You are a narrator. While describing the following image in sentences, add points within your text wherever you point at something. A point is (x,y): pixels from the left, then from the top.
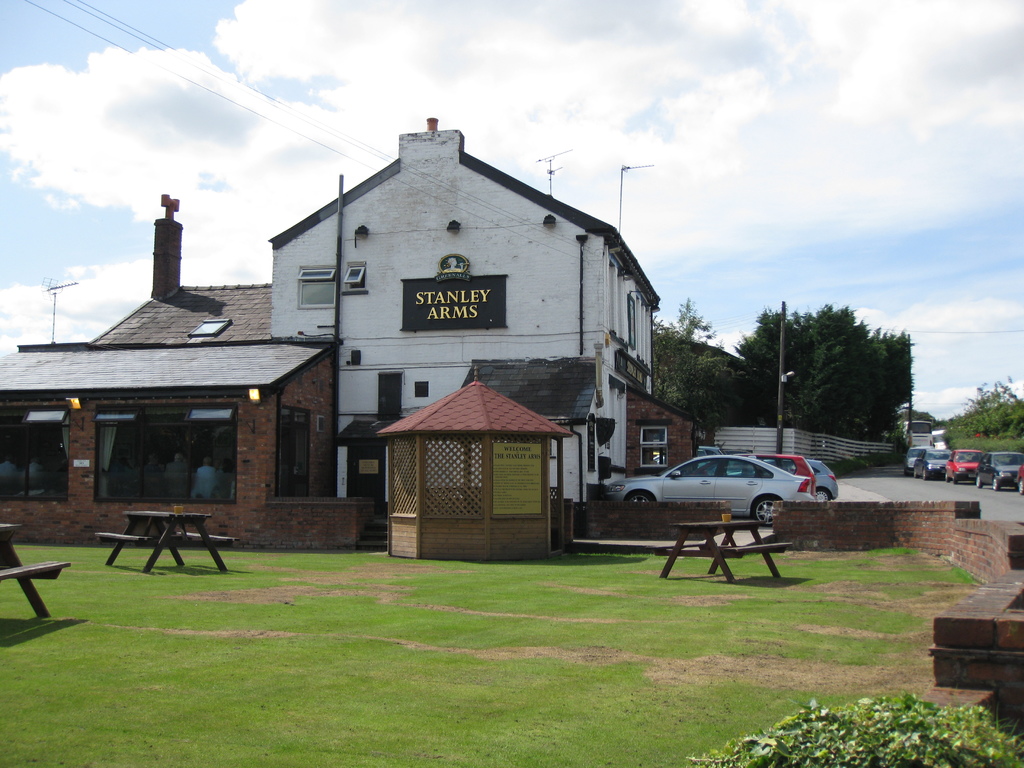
In this picture i can see building (621,334), hut (477,409) and pub (169,313). On the right (737,491) there are many cars (817,465) which are parked near to the building (626,432) and plants (980,443). In the background (799,354) i can see many trees (850,385). On the left (45,612) i can see wooden tables (154,543) and benches (146,542). At the bottom (188,733) i can see green grass (365,746). At the top (605,32) i can see sky (672,19) and clouds (674,16). In the top left corner (238,83) there are electric wires (133,54). Beside the buildings (127,396) i can see the street light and electric poles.
